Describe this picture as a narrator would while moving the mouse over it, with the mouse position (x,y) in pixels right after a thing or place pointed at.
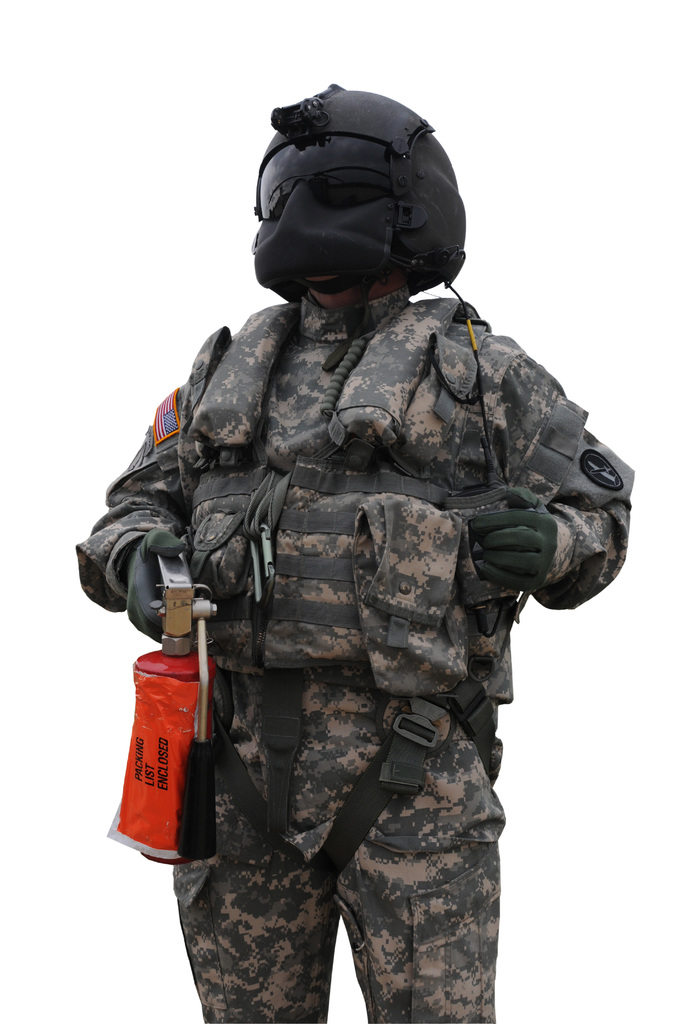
In the picture we can see a person (292,940) with a different costume (427,679) like army clothes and black color helmet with mask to it and holding a gas bottle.
